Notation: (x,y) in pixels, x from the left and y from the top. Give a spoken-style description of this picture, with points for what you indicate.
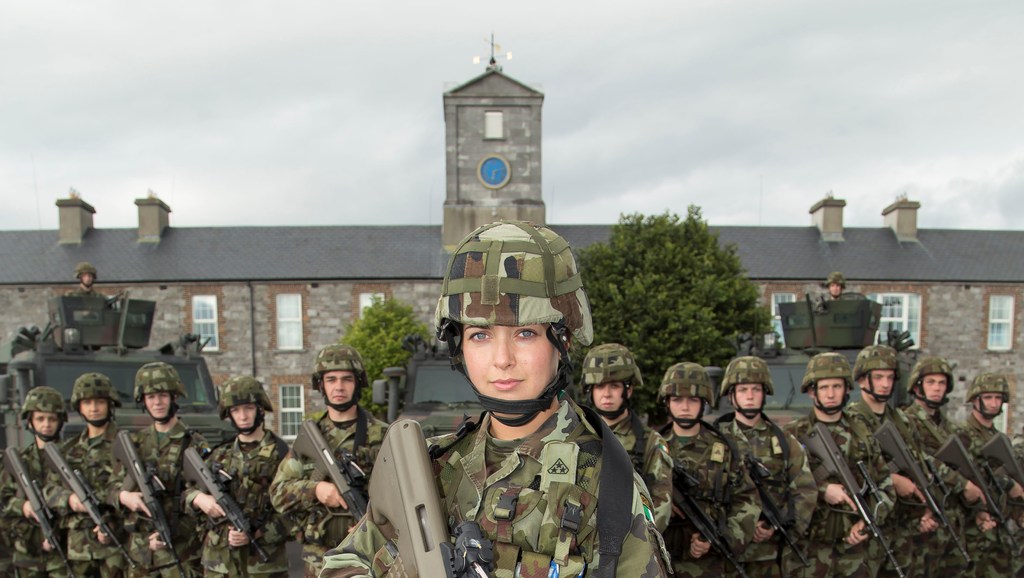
In this image I see number of people (564,443) in which all of them are wearing army uniforms (173,459) and these 2 persons (833,283) are on the tanks (844,352) and I see that these persons (757,400) are holding guns (406,476) in their hands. In the background (300,360) I see the trees (726,310), a building (433,289) on which there is a clock (495,165) over here and I see the sky (305,109).
